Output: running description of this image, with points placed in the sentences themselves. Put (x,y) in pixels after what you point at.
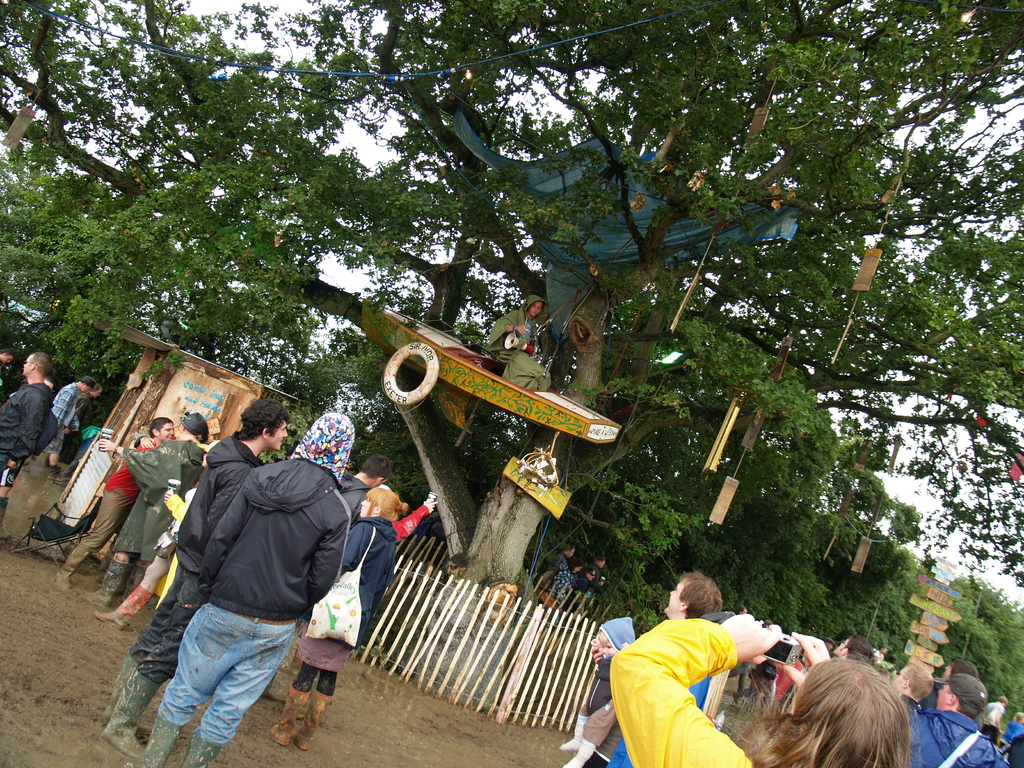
In this image there are a few people (283,578) standing and clicking pictures of a person (531,320) sitting on a tree (677,305), the tree (566,366) is decorated, in front of the tree (442,318) there is a shop (146,379), around the tree (518,584) there is a wooden stick fence (505,622).
